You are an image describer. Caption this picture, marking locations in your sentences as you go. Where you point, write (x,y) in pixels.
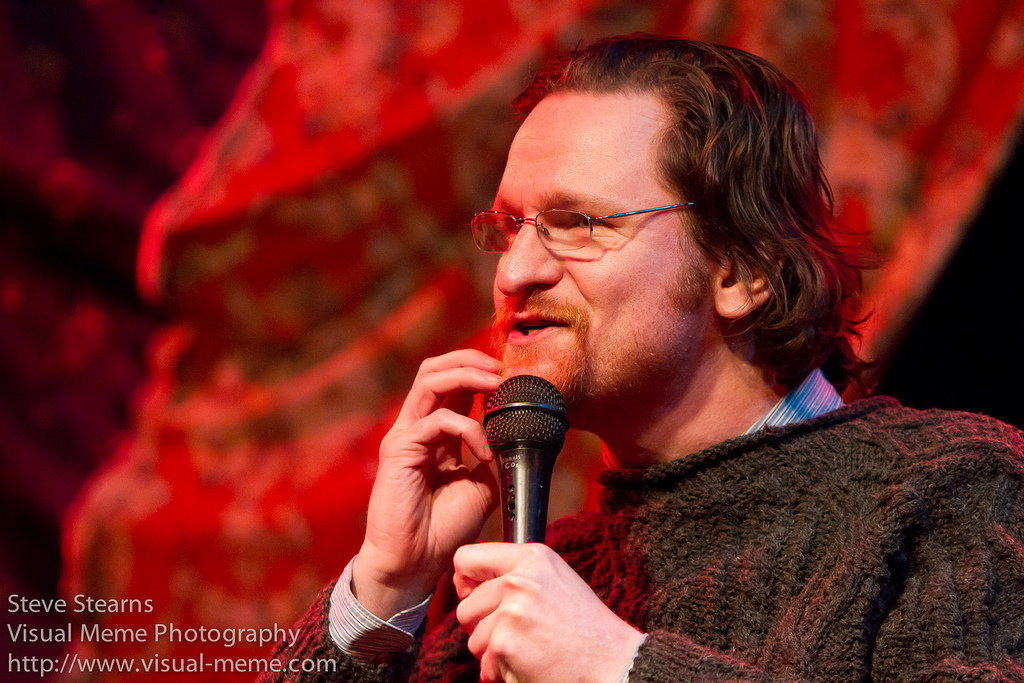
This man (621,252) is highlighted in this picture. This man (511,317) wore spectacles (585,235) and holds mic (504,469).
